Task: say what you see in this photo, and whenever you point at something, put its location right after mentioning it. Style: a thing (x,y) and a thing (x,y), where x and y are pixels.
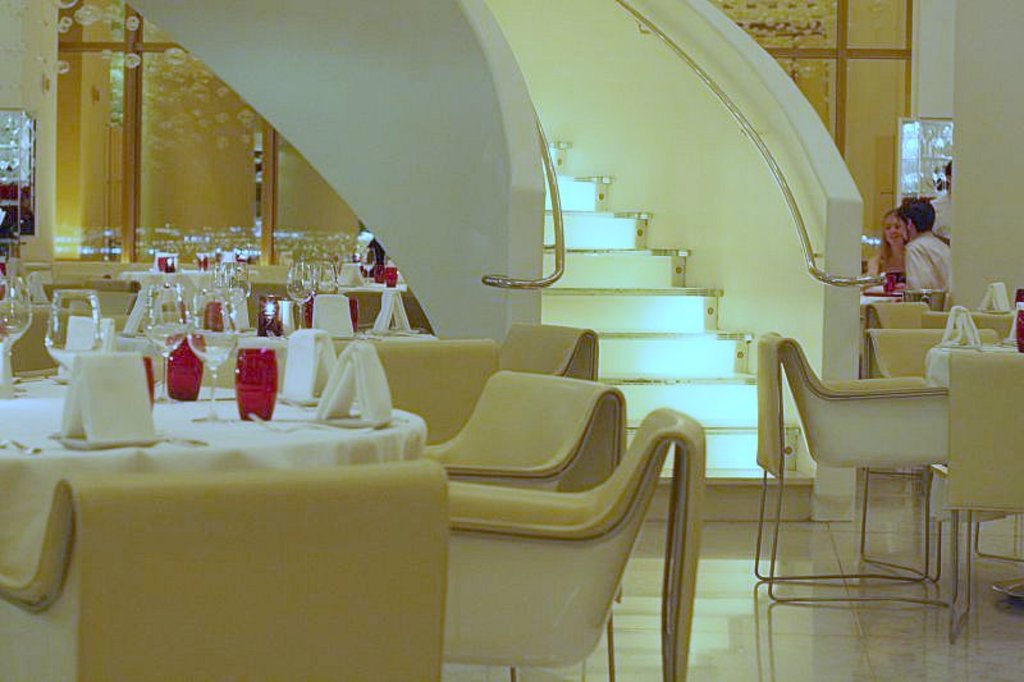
In this image we can see group of glasses (258,388), clothes (352,407) and spoons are placed on the tables (278,402). Some chairs (516,586) are placed on the floor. On the right side of the image (936,213) we can see a group of people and a pillar (1008,142). In the center of the image (641,347) we can see a staircase (656,279) and some poles (780,182). In the background (922,155), we can see glasses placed on racks (929,168).
